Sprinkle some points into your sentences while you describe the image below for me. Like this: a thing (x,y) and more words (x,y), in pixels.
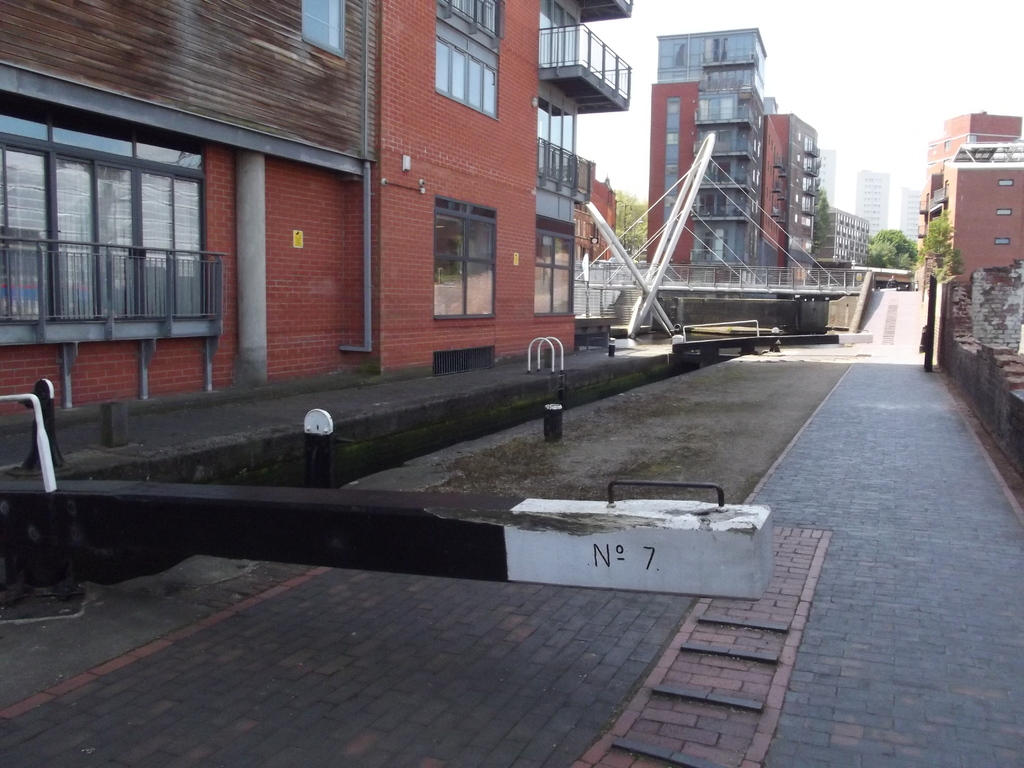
In this picture I can see buildings (404,92), trees (885,239) and a cloudy sky (818,54).
